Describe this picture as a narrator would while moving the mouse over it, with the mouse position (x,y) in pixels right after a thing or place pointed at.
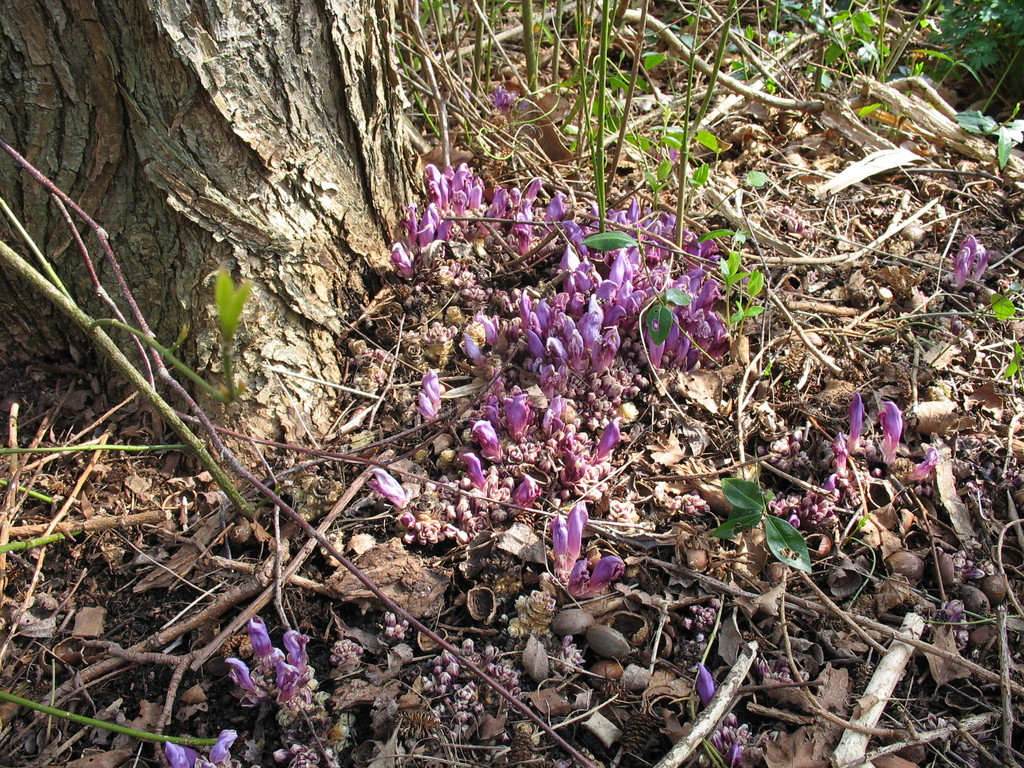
In this image I can see many violet color flowers (548,375) and buds (458,506). There are many sticks (34,572) on the ground (728,571). At the top of the image (927,53) there are plants (691,83). In the top left-hand corner (204,190) there is a tree trunk (212,201).
